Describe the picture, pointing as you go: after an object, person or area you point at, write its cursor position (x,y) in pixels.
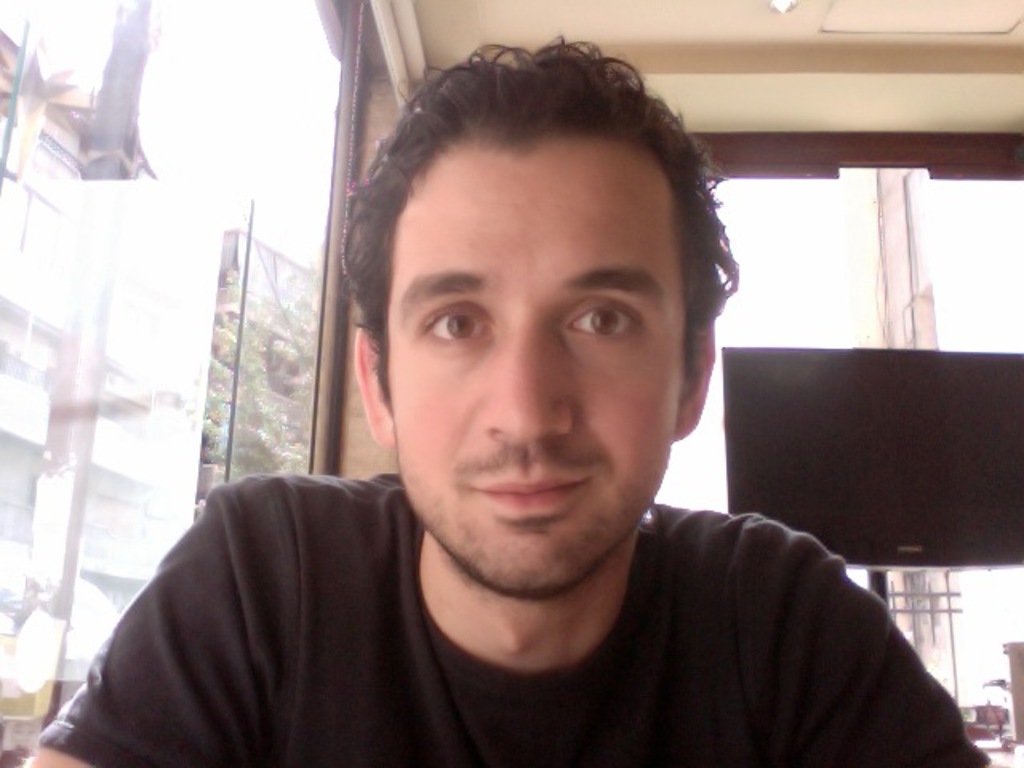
In the foreground of this image (617,481), there is a man (357,640) in black T shirt (241,646) and behind him, there are glass walls (790,206) and a screen (902,481). In the background (258,307), there are buildings (260,272) and it seems like a tree (258,425) and the sky (245,49).
